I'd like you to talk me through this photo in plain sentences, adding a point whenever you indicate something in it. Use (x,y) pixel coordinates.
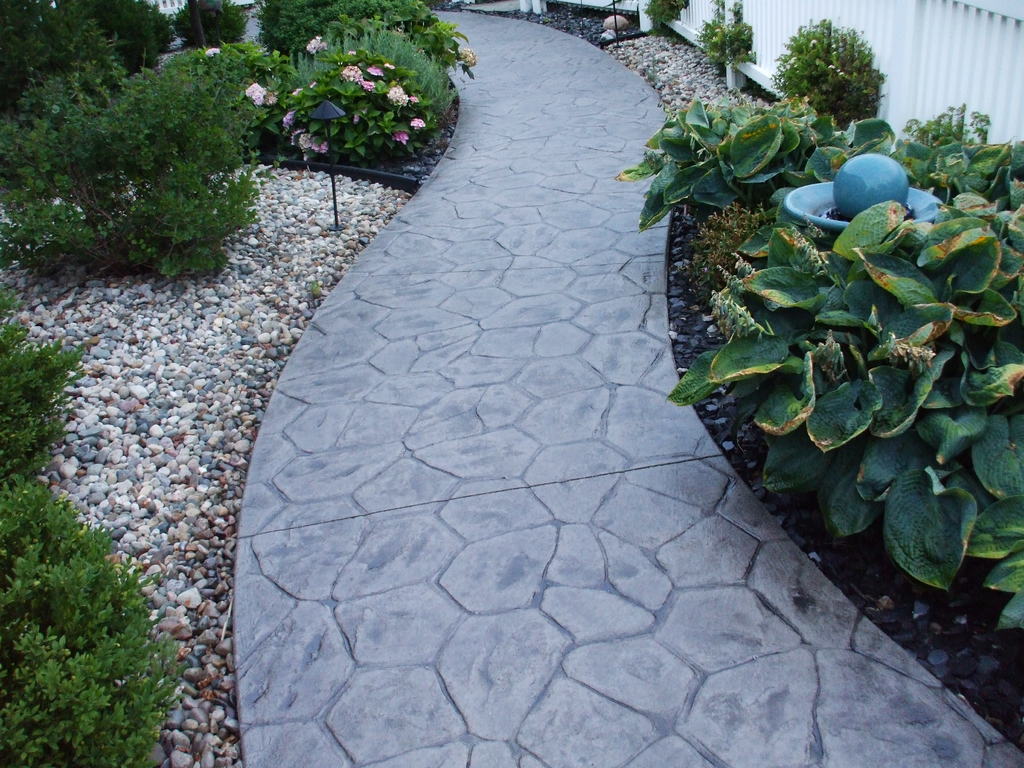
In this image on the right side (753,344) there are plants (863,217) and white colour fence (917,56). On the left side (172,180) there are plants (212,139) and there are stones (175,393) on the ground (210,345) and in the background (367,85) there are flowers (395,93).
